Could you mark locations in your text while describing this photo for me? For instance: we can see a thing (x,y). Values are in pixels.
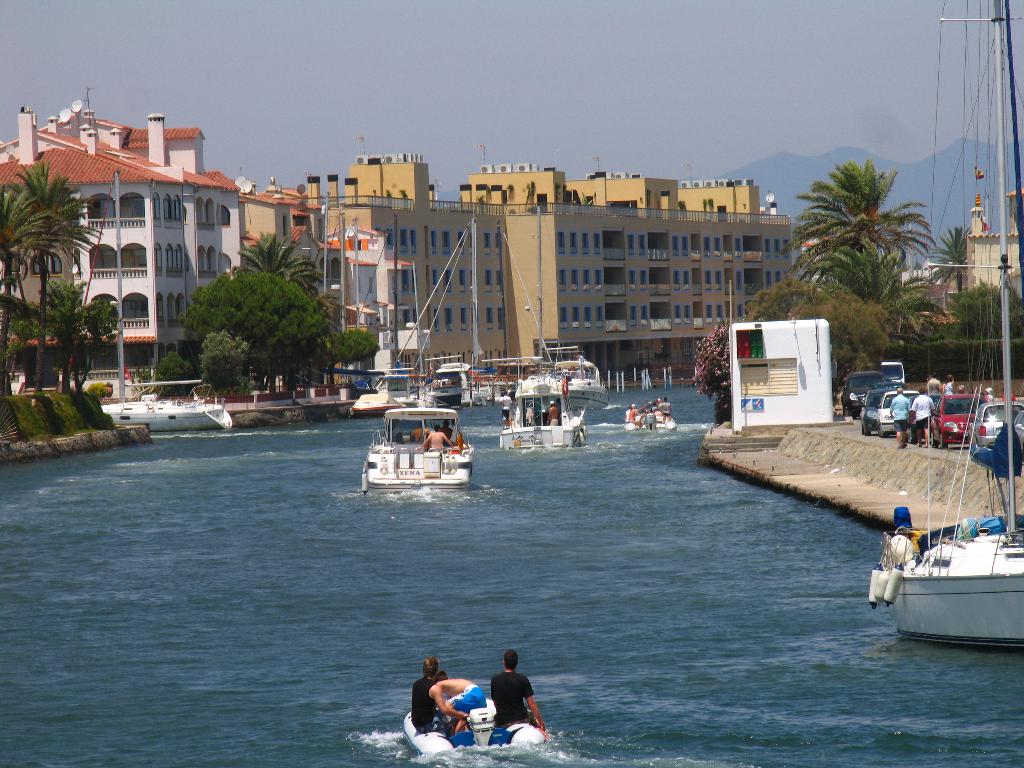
In this picture we can see many boats (1018,558) on the water (571,563). On the right (926,443) there are two persons (894,420) were walking on the street (941,444). Behind them we can see many cars (882,391). In front of them there is a shelter (792,382). In the background (39,196) we can see buildings (637,289), trees (873,272), mountains (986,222). At the bottom (505,673) we can see the group of persons (428,704) were riding on the boat (480,722).
